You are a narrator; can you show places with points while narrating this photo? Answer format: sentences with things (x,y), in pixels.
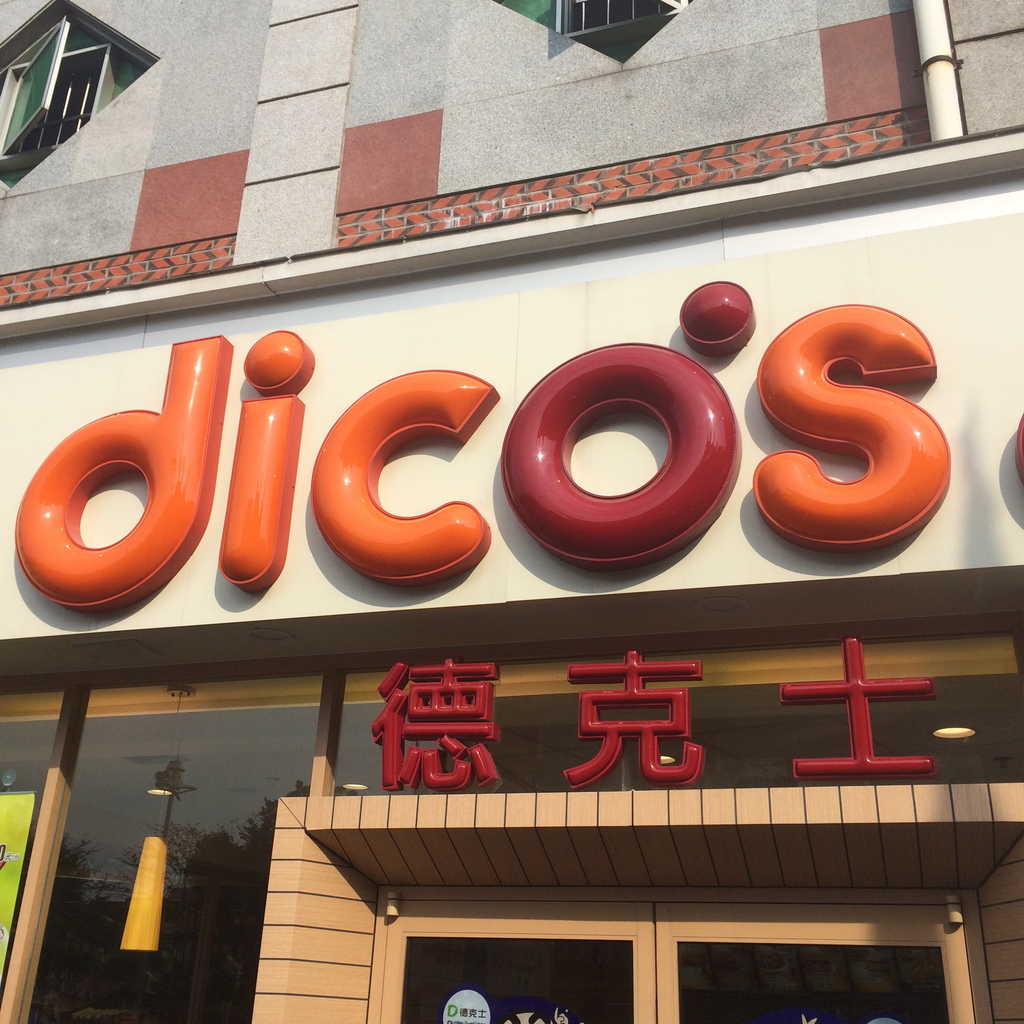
In this image we can see building (432,181), pipeline (932,0), windows (190,833), electric lights (157,857) and a store (487,681).
